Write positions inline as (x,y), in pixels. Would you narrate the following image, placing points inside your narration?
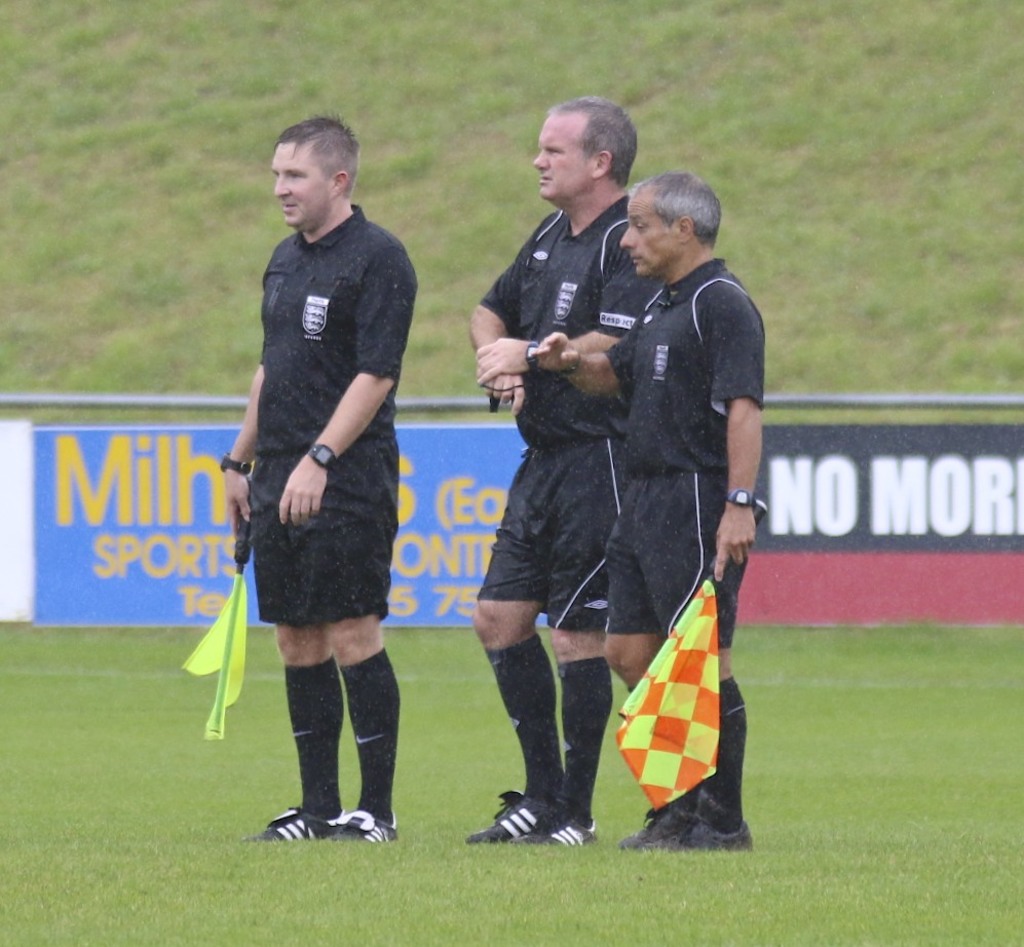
As we can see in the image in the front (386,357) there are three men (522,379) wearing black color dress (301,249) and two of them holding flags (669,676). There is grass (844,868) and banners (174,527).
